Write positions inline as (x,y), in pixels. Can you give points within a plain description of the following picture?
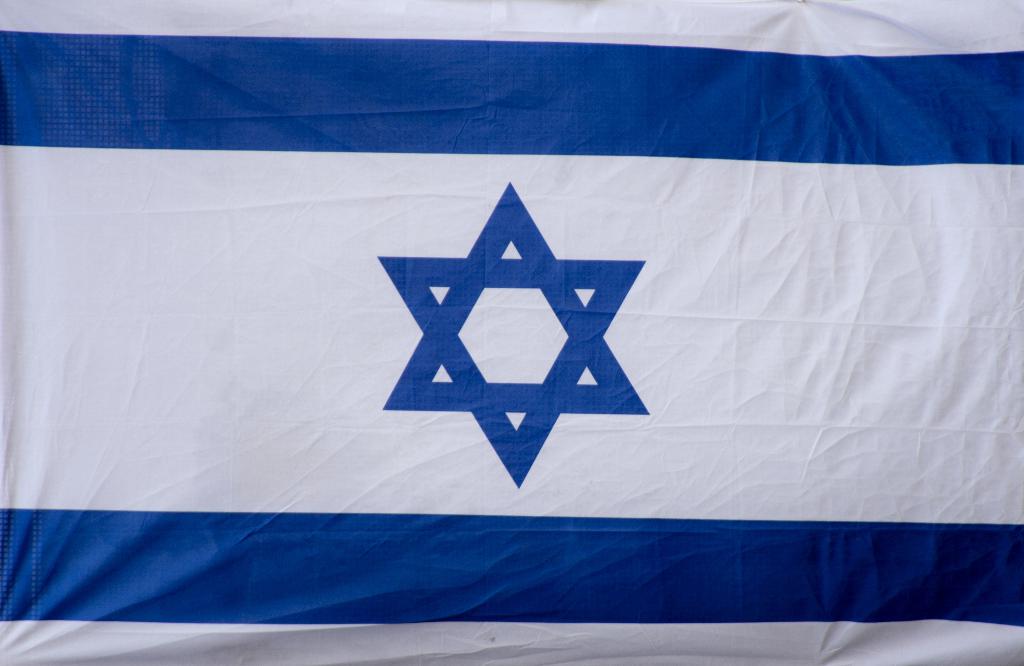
In this picture, we see a banner (264,413) or a flag (564,401) in white and blue color. In the middle of the picture (403,288), we see a star (451,349) drawn on the flag (509,254) in blue color.
